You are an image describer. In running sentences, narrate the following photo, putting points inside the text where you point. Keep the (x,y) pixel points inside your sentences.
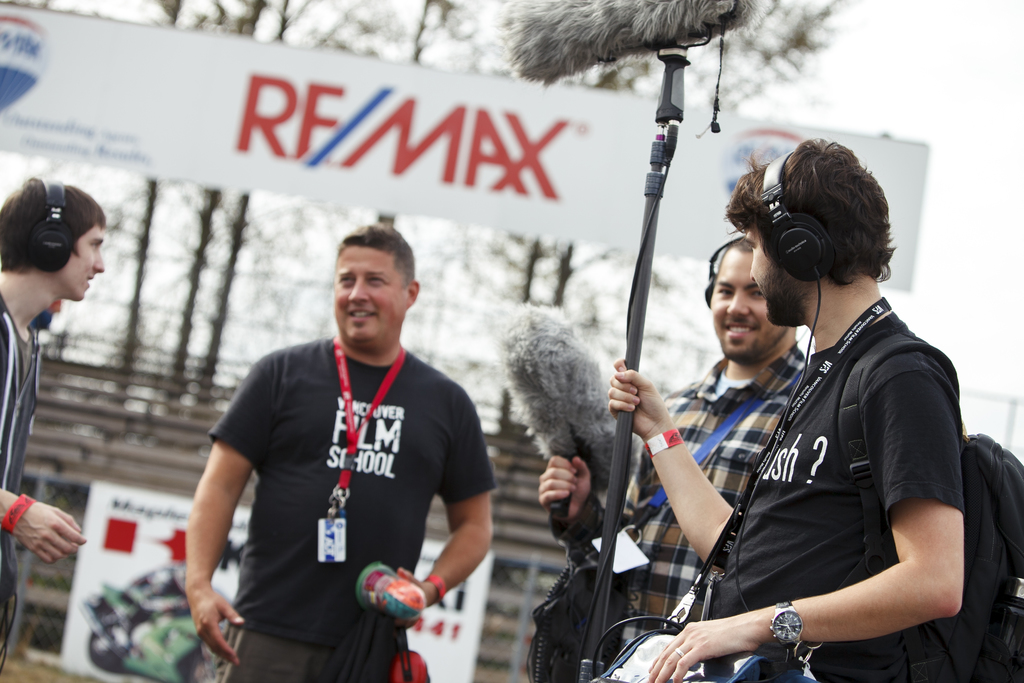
In this image we can see group of people (636,512) standing, some persons (813,324) are wearing headphones (57,199) and holding microphones (599,430) in their hands (556,461). In the background (167,547), we can see a banner (174,536) with picture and text (182,513) and a group of trees (273,227). At the top of the image (965,53) we can see the sky (933,49).
